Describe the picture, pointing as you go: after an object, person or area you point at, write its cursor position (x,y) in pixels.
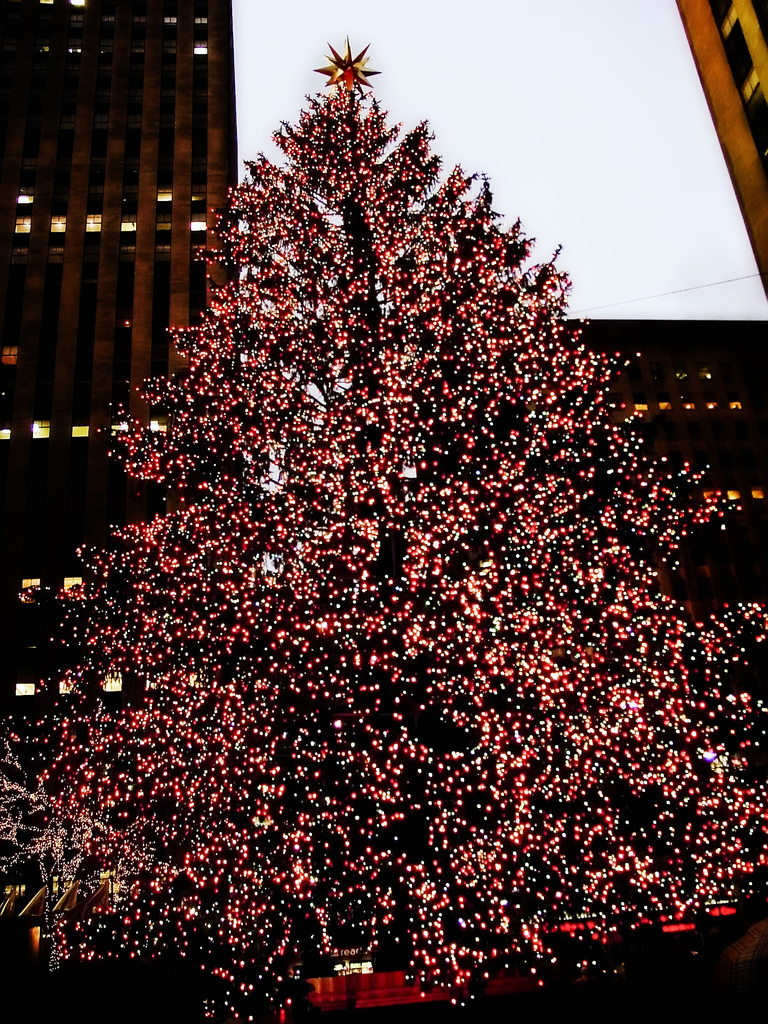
In this image we can see a tree (370,727) with lights (363,685) and a star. On the backside (500,14) we can see the sky (514,101) and a building (119,203).
